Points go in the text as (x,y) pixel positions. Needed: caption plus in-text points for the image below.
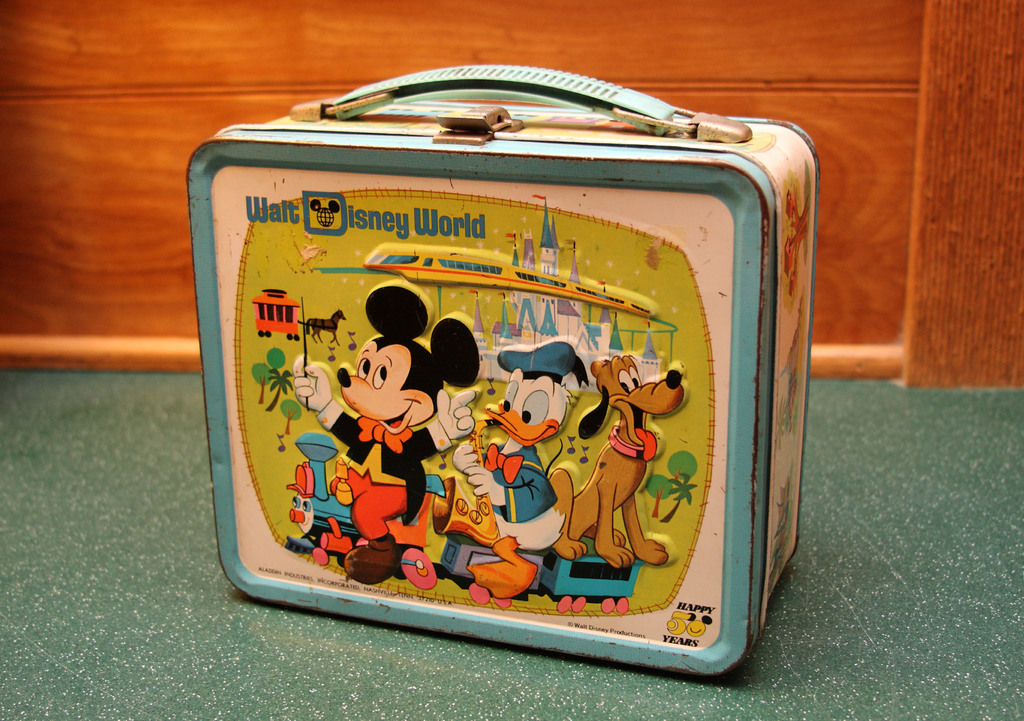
In this image we can see a box (575,358) on which there are some cartoon pictures (493,485) which is in blue, white and green color and in the background of the image (889,98) there is wooden surface (935,219).
